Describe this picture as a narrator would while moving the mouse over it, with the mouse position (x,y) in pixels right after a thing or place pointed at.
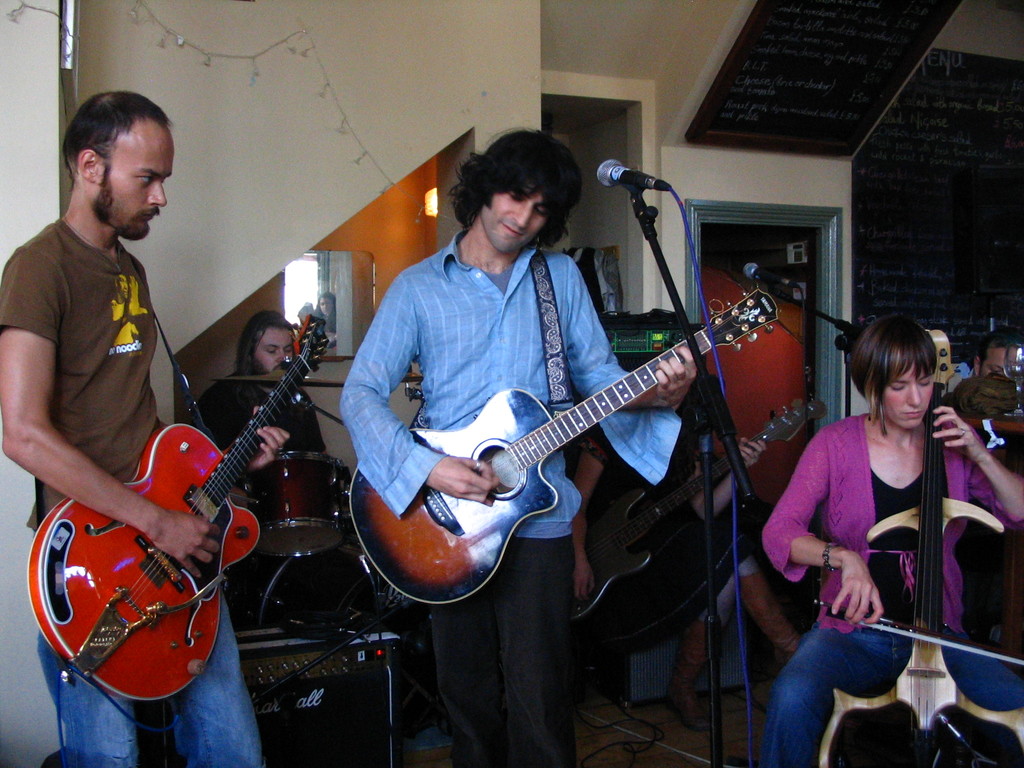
The person (107,367) wearing brown, blue and black are playing guitar (500,425) and the person (839,504) in the right corner (837,549) is playing cello (932,574) and the person (296,411) in the background (279,408) is playing drums (309,495).
